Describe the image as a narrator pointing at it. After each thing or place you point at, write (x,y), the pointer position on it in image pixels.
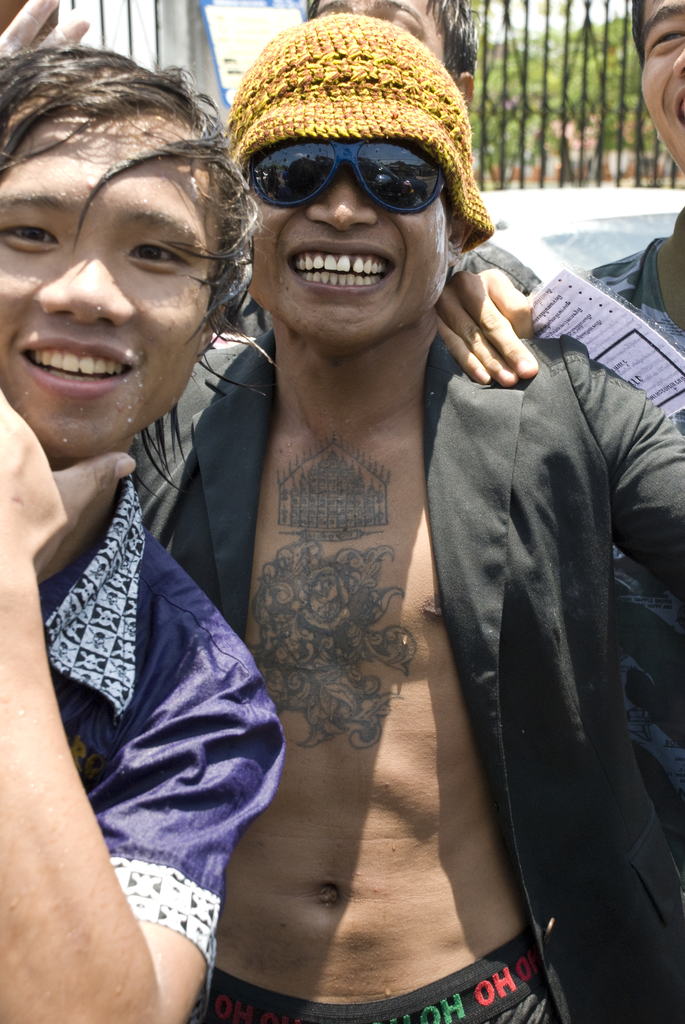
In this image, there are few people (476,485) standing. Among them, I can see two people (338,530) smiling. In the background (132,45), I can see an iron grill (517,67).
